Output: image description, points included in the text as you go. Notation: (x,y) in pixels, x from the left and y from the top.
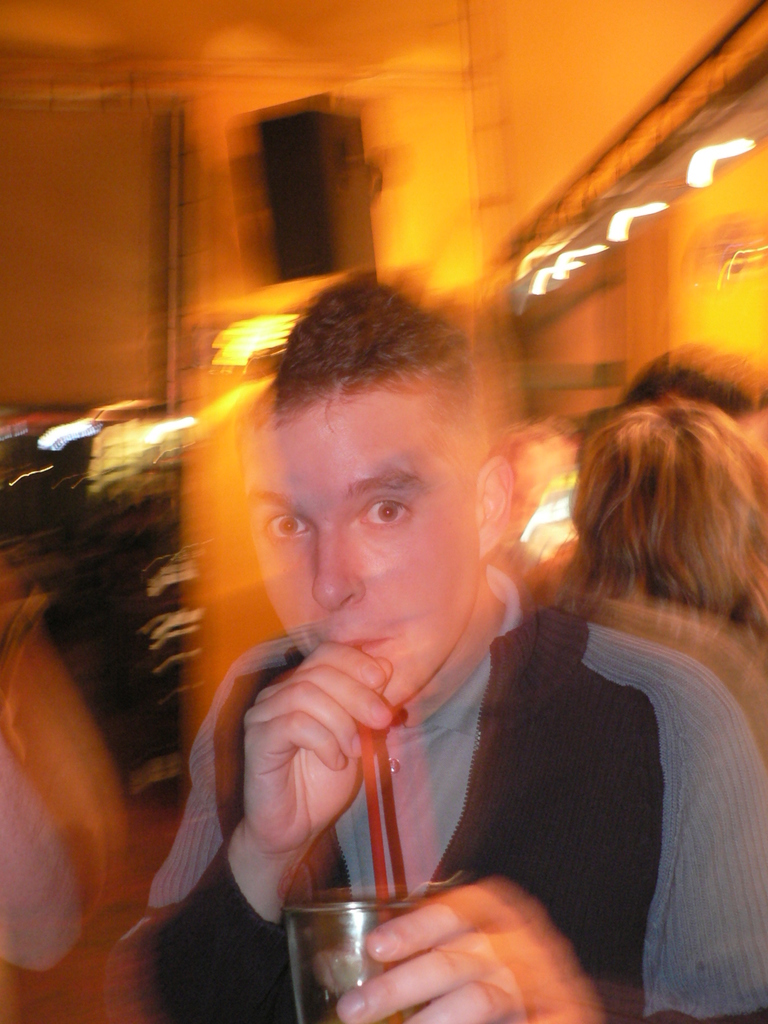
This picture seems to be an edited image. In the foreground (558,716) we can see a person (504,810) holding a glass (358,939) and a straw (377,829) and seems to be drinking. The background of the image (689,419) is blurry and we can see the group of persons (745,501), lights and some other objects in the background (251,317).
